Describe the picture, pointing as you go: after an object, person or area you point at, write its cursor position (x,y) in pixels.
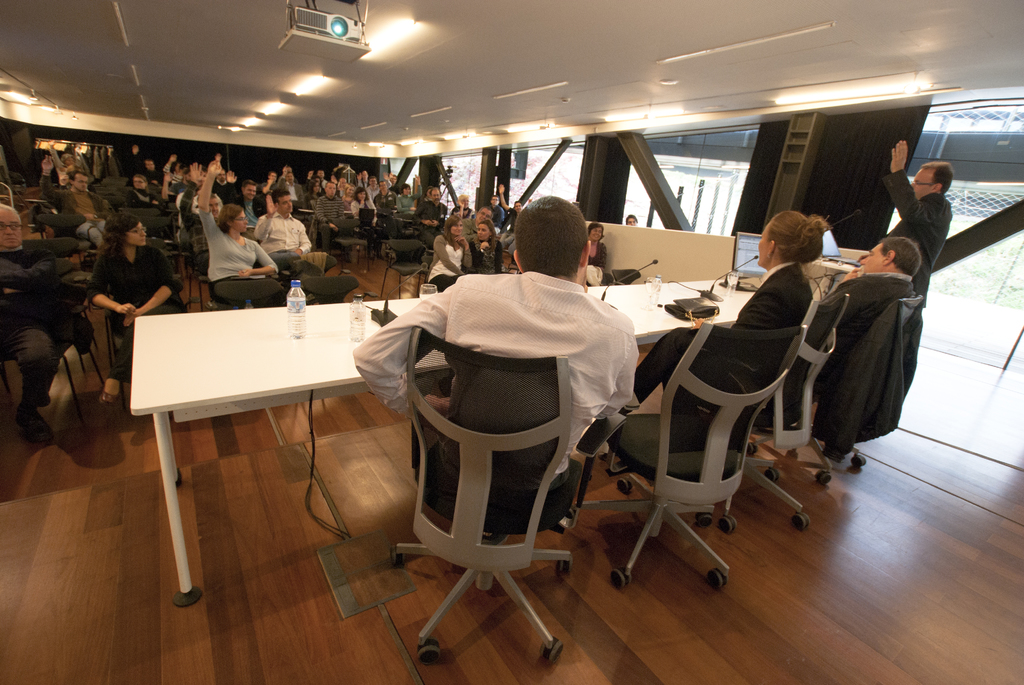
Persons (470,332) are sitting on a chair (322,298) and raising their hands (198,174). On top (329,24) there are lights (275,115) and projector (310,25). On this table (372,305) there are bottles (301,311), monitor (754,267) and glasses (652,300).
